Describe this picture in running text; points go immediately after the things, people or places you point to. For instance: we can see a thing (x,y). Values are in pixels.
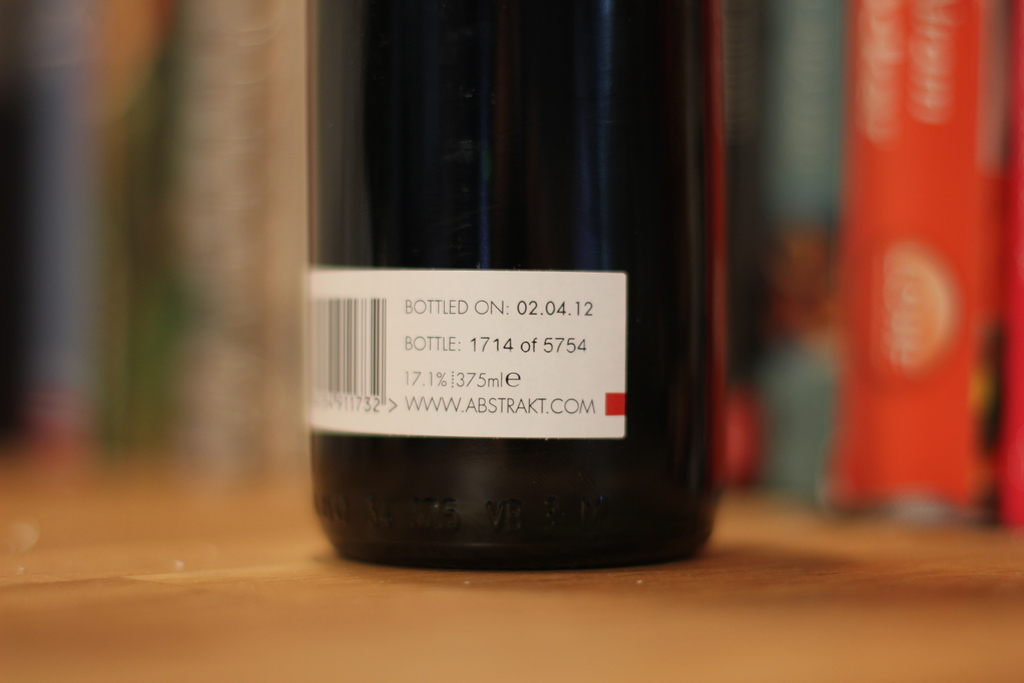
In this picture there is a bottle (541,122) on the table (847,535) and there is a sticker (341,335) on the bottle (635,353). At the back (975,298) there are books (26,193) and the image is blurry.
